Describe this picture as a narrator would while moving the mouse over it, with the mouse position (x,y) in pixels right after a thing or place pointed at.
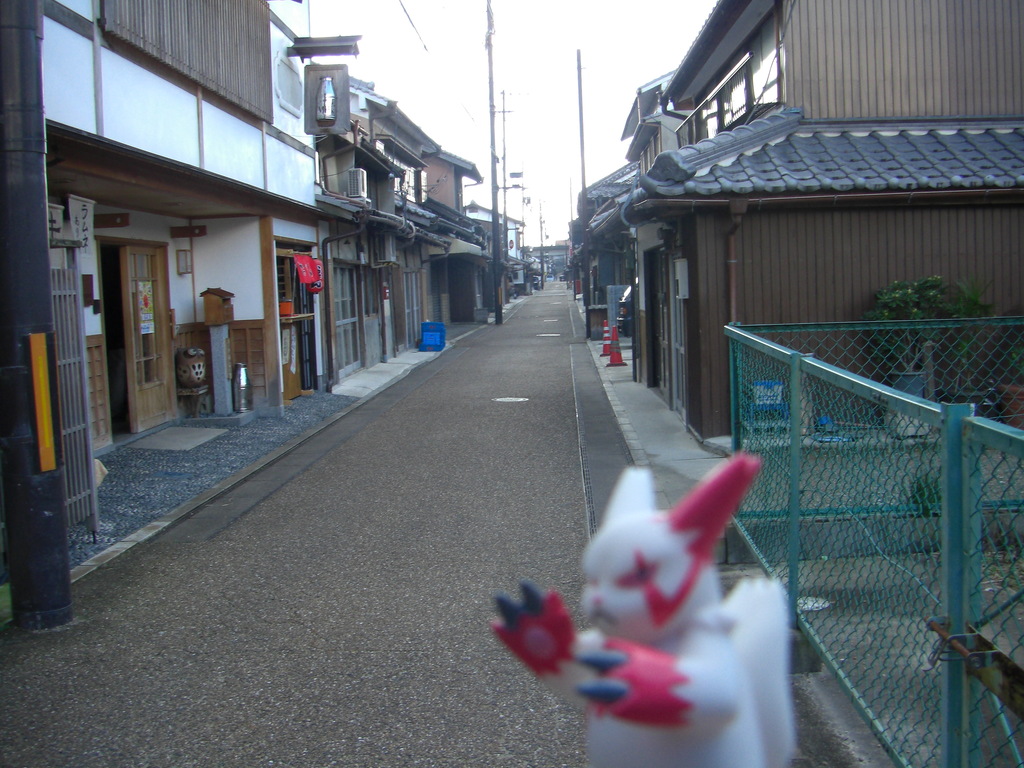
In this image we can see some buildings (598,202), poles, boards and other objects (63,367). In the background of the image (393,18) there is the sky (379,9). At the bottom of the image (523,606) there is the road (424,729) and an object (588,670). On the right side of the image (776,354) there is a fence (766,331), plant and other objects (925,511).
